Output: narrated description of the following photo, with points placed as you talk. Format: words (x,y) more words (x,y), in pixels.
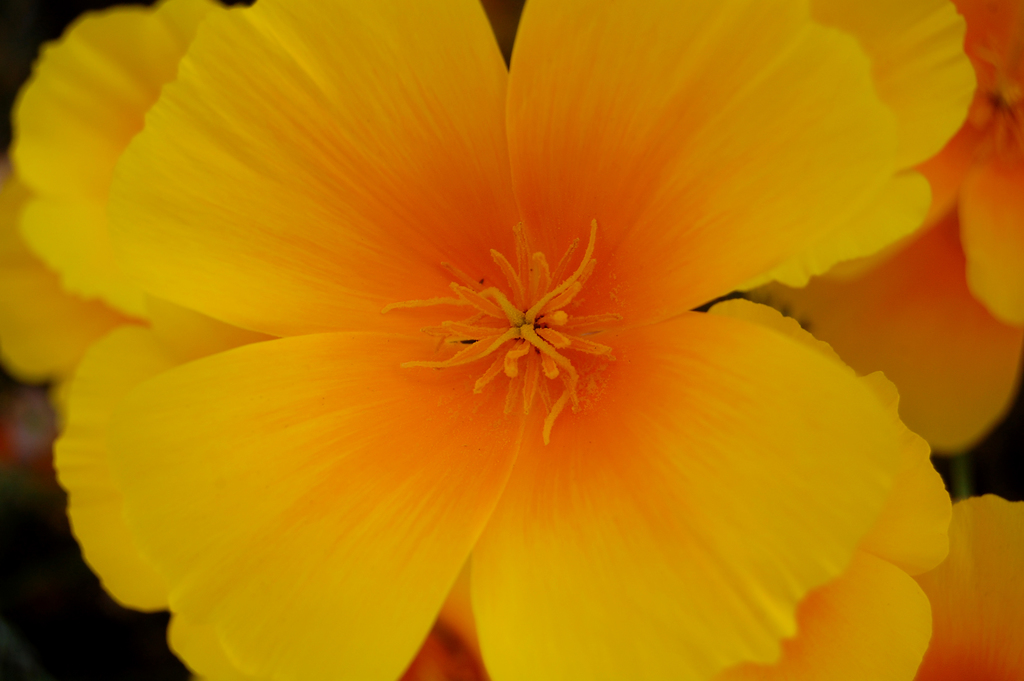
This is a macro photography of a yellow color flower (480,342).
